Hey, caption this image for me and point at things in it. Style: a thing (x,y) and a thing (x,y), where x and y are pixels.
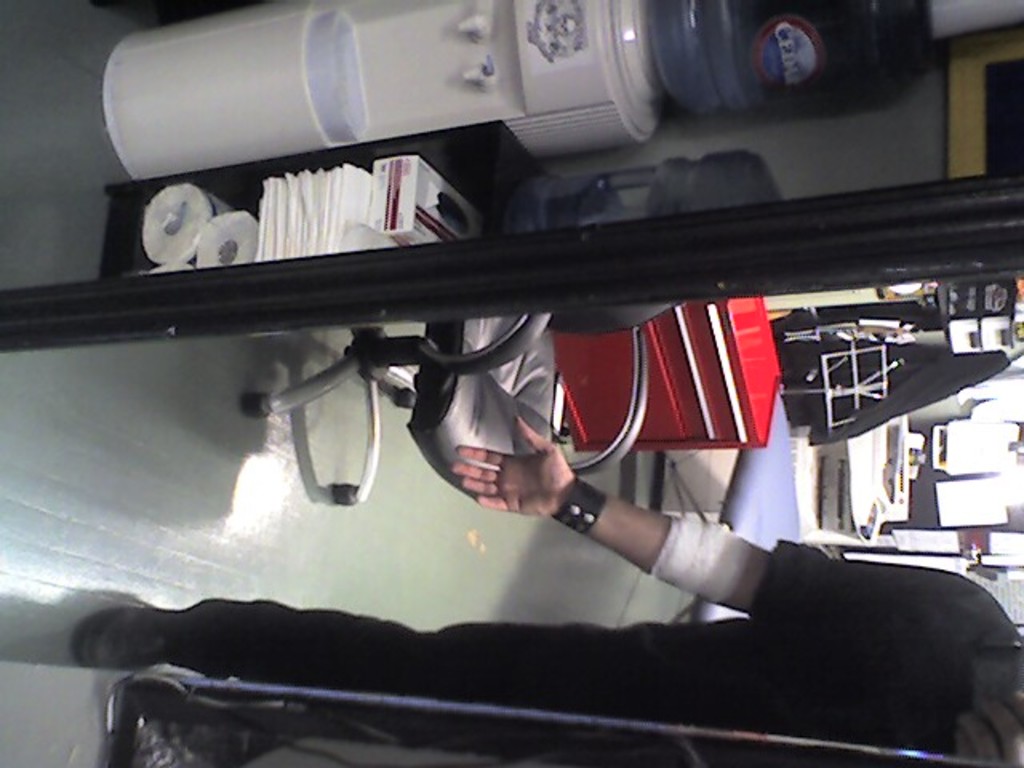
In this picture we can see a person (528,663) on the floor (144,491), here we can see a water purifier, water cans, chair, posters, cloth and some objects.
